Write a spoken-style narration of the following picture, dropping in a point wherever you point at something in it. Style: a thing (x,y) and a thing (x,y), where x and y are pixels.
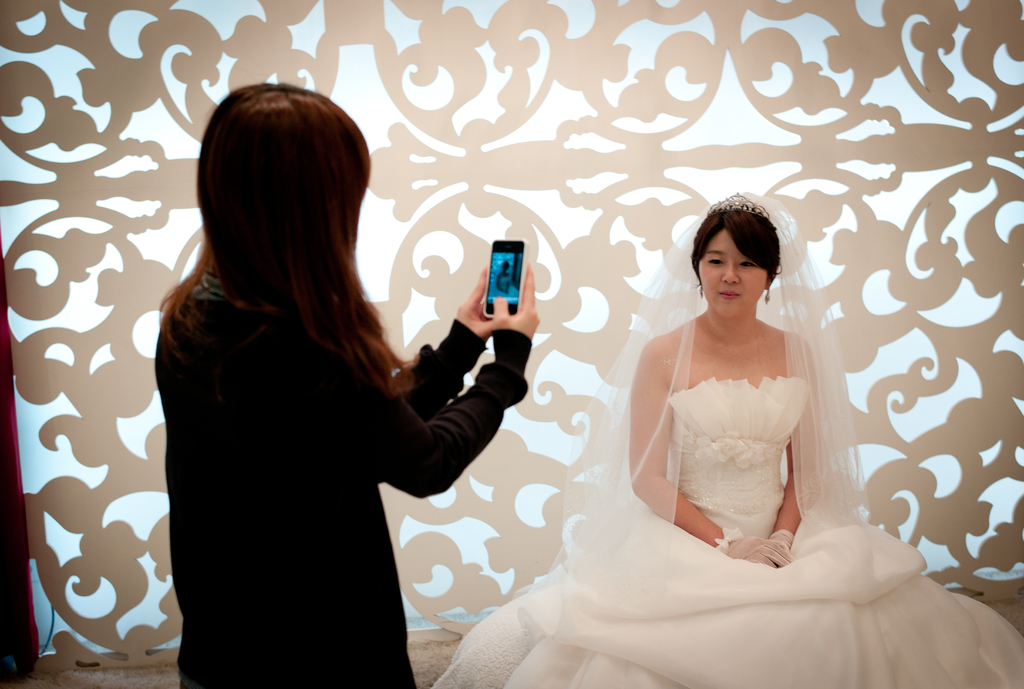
This image consist of two women (227,133). To the left (253,420), the woman (217,453) wearing black dress (336,457) is holding a phone (490,301) and capturing image. To the right (819,492), the woman (825,574) is sitting and wearing a white color dress (805,648). In the background (60,322), there is a structured wall (699,98).
